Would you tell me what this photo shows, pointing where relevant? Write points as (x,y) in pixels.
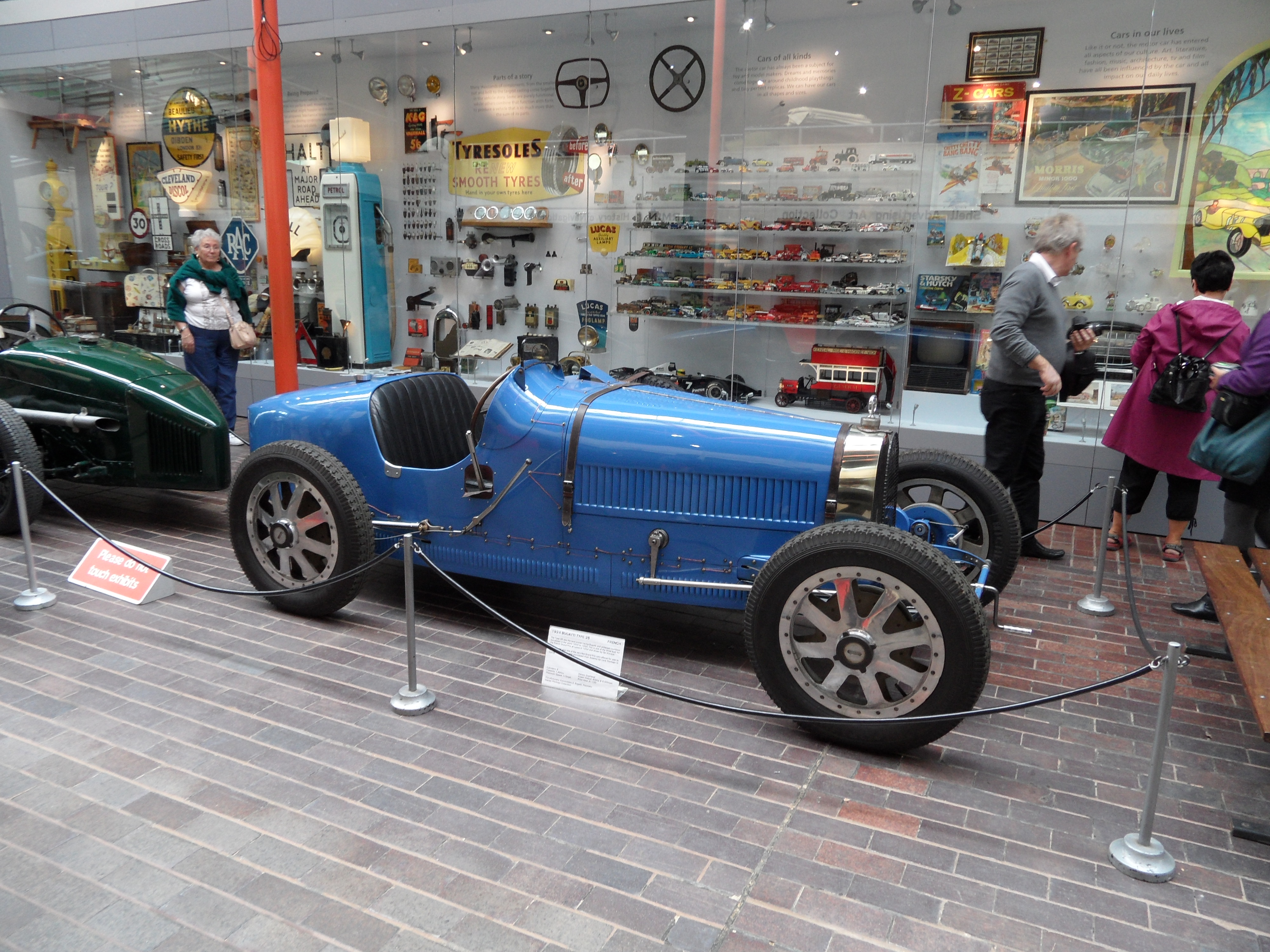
In this picture I can see there are two cars (556,554) and one of them is in blue color and the other one is in green color. In the backdrop (677,156) there is a glass door (727,241) and there are objects (825,253) placed behind the glass door (779,352).
